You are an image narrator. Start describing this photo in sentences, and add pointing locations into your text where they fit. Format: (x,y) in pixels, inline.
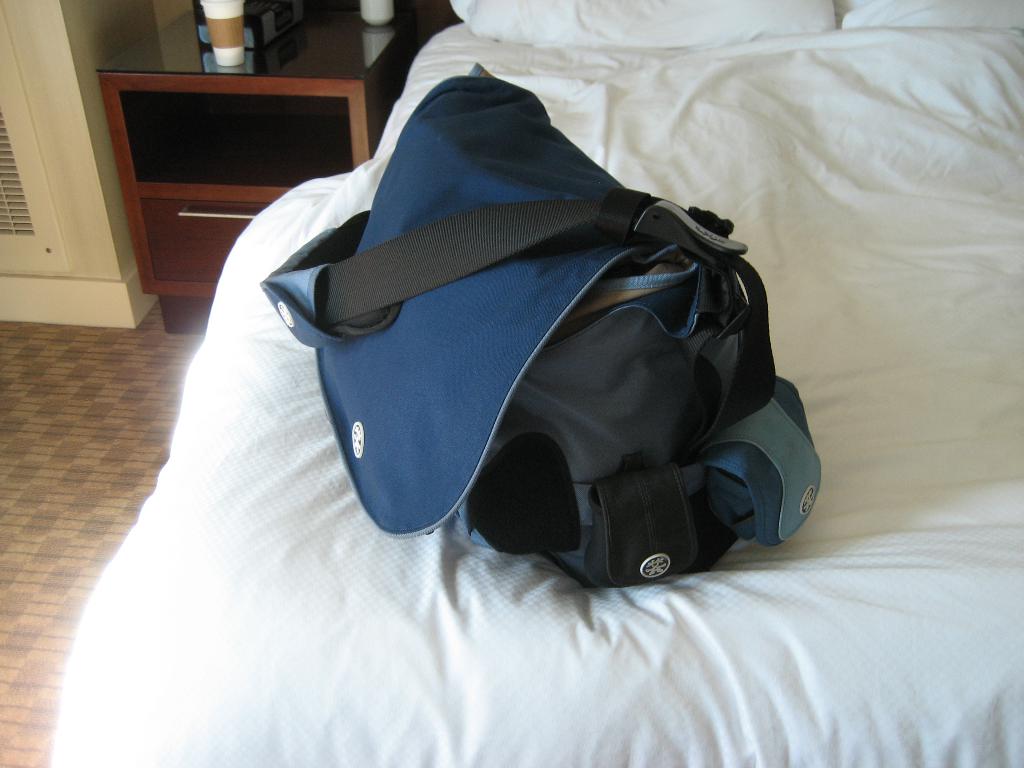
In this image there is a bag (592,392) on the bed (784,91), there are pillows (555,36) truncated towards the top of the image (608,20), there are objects (275,17) on the desk (214,218), there are objects (223,28) truncated towards the top of the image (258,15), there is a wall (48,172) truncated towards the left of the image (34,148).
